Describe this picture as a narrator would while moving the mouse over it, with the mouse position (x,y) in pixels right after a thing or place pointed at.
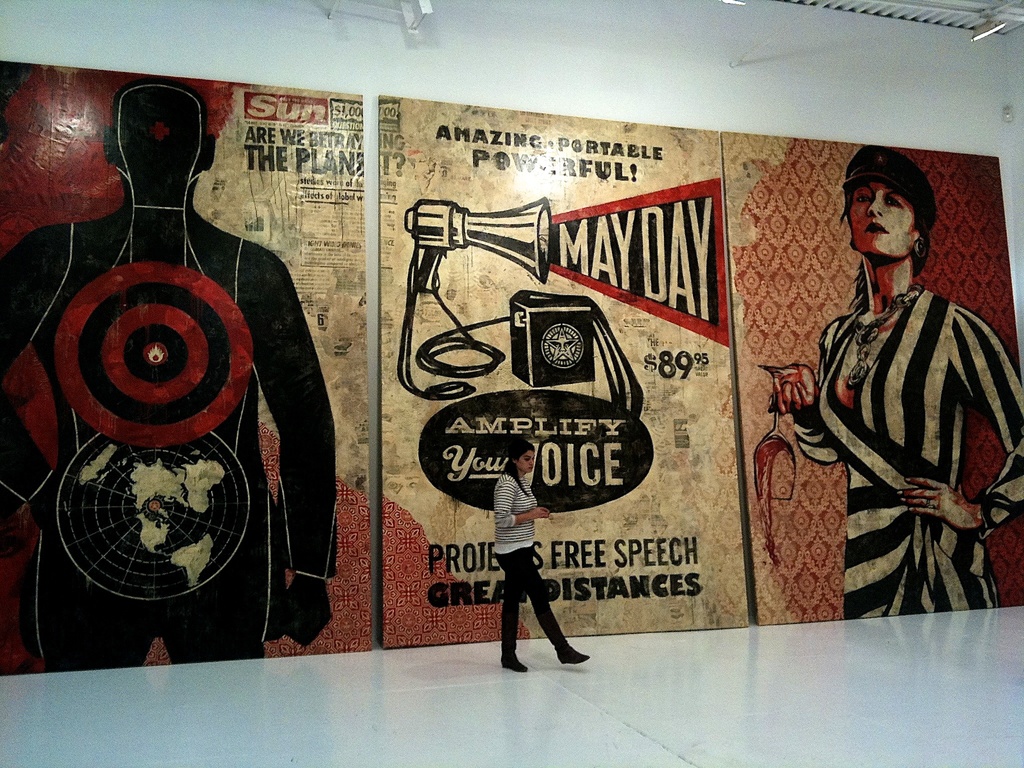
In this image, I can see the woman (504,513) standing on the floor (553,668). Behind this woman (506,491) these are the boards (700,293), which are attached to the wall (674,90).
